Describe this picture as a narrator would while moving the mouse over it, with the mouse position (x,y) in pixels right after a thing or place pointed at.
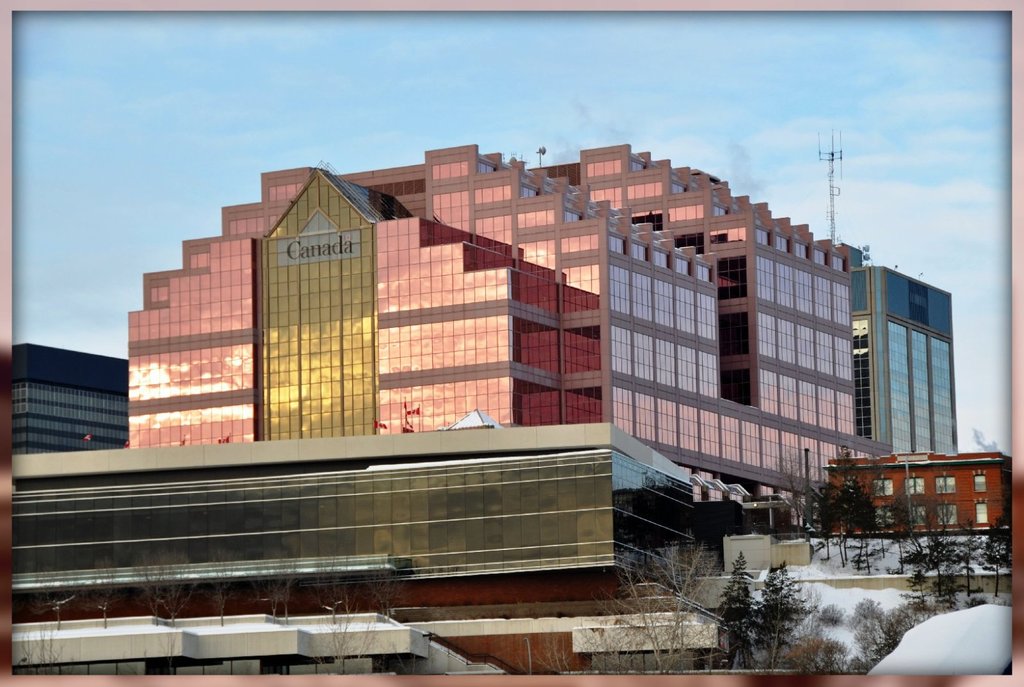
In this image there are buildings (610,396). At the bottom (845,632) there is snow (845,632) and trees (767,608). In the background (489,137) there is sky (194,143) and we can see a tower (830,201).
